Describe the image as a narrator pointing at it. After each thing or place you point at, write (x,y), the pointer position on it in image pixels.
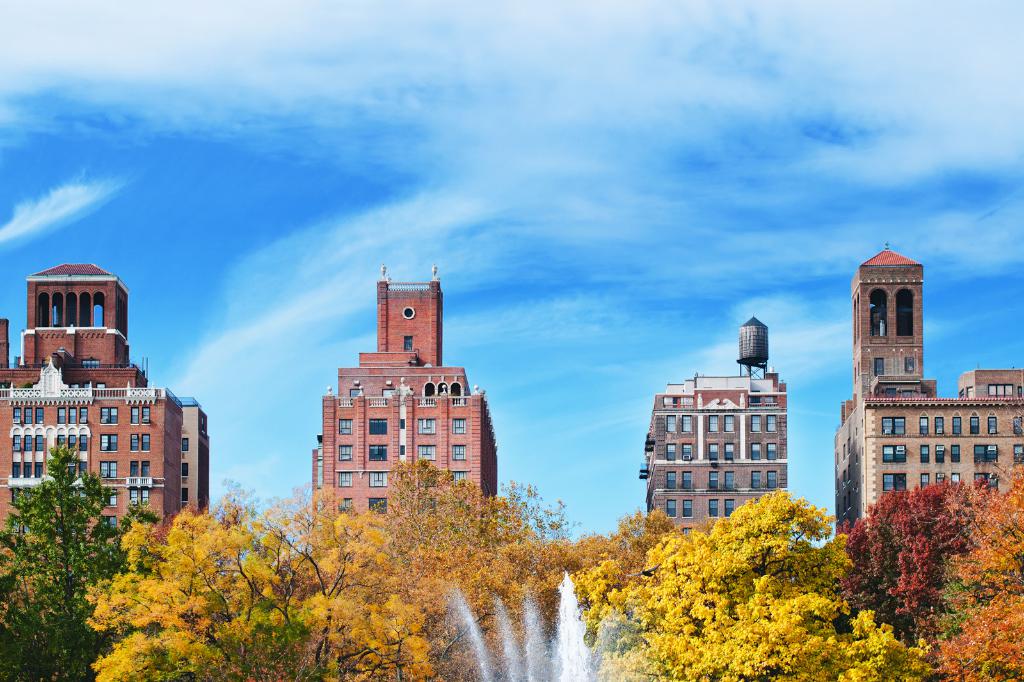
In the image we can see there are many buildings (740,472) and these are the windows (890,446) of the buildings (869,428). There are even trees (698,632) of different colors. There is even water (548,634) and a cloudy pale blue sky (370,203).
